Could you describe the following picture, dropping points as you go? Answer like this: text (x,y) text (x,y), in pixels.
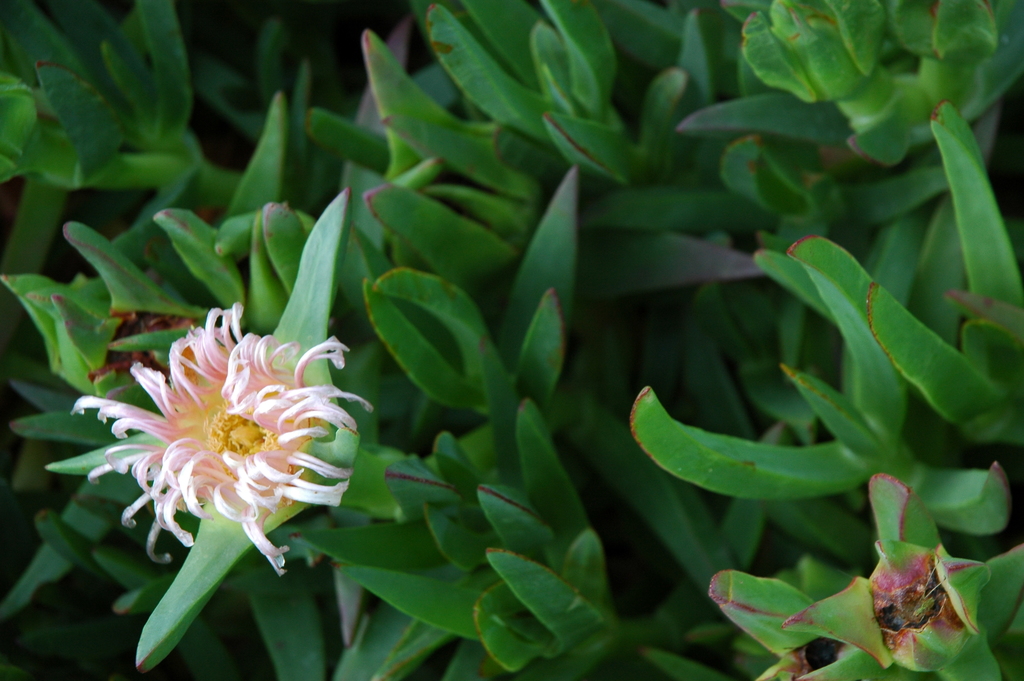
In this image there are a few houseplants (377,396). They are green in color. On the left side of the image (341,349) there is a flower (301,471) on the plant (310,518).
